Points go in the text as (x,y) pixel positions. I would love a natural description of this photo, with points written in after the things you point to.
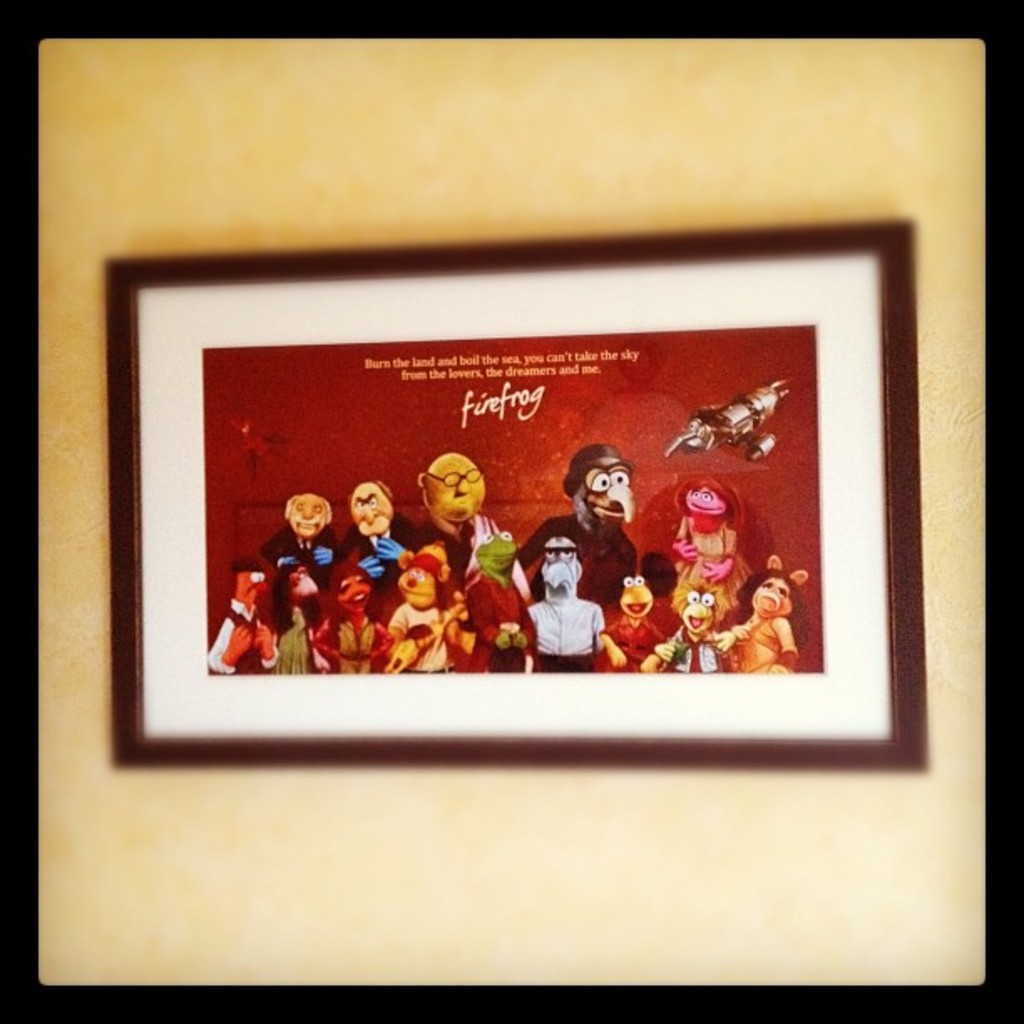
This picture shows a photo frame (612,272) on the wall (621,220) and we see cartoon pictures (622,535) and text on the top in the photo.
